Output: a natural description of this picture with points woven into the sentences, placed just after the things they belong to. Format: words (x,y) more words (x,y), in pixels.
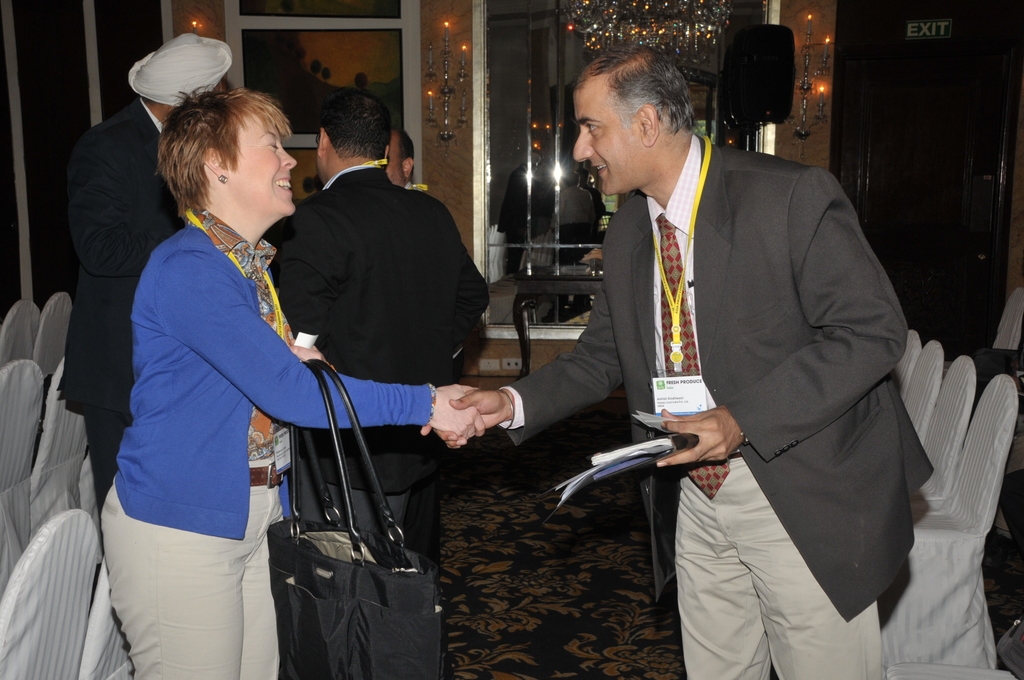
This image consists of few people (476,407). In the front (733,589), we can see a woman (264,473) wearing a blue top (246,456) and a man (796,461) wearing a suit (829,452) are shaking the hands (493,421). On the left (93,540) and right, there are chairs (80,506) covered with white cloth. In the background (387,229), we can see three men (399,226) wearing suits (313,240) are talking. And a wall (795,22) along with lights (597,3).
